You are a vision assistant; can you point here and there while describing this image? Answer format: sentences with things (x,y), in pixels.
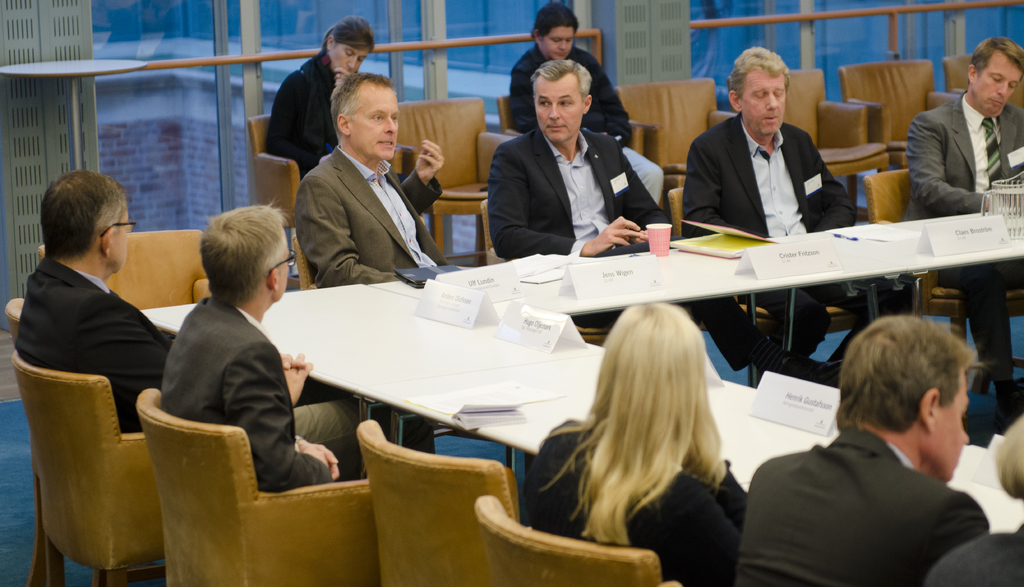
In this picture I can observe some people (379,186) sitting on the chairs (507,490) around the table (695,289). There are name boards (467,283) and a glass (656,254) on the table (631,297). I can observe men (349,254) and women (574,487) in this picture.
